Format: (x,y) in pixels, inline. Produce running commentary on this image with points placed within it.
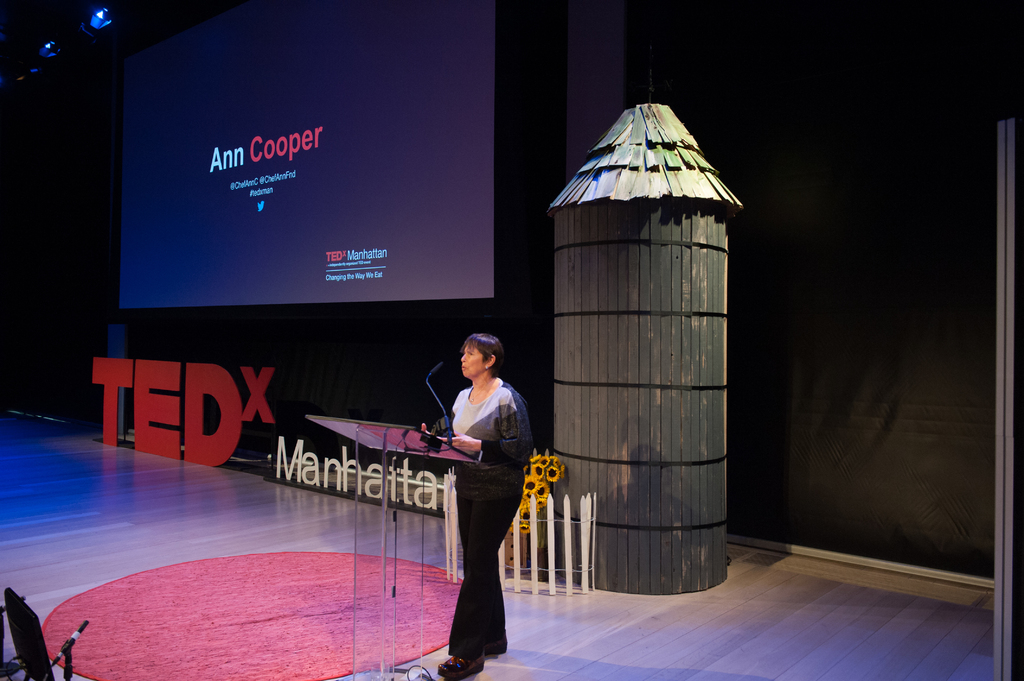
In this image there is an object (36,672) on the left corner (25,625). There is a floor (746,614) at the bottom (213,598). There is a podium (414,593), a person (505,491), a mike (446,429) in the foreground (461,481). There is an object (666,517) on the right corner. There are flowers (529,482), objects (577,477), there is text (202,374) and there is a screen (369,266) on the wall (209,315) in the background (272,225). And there are lights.
